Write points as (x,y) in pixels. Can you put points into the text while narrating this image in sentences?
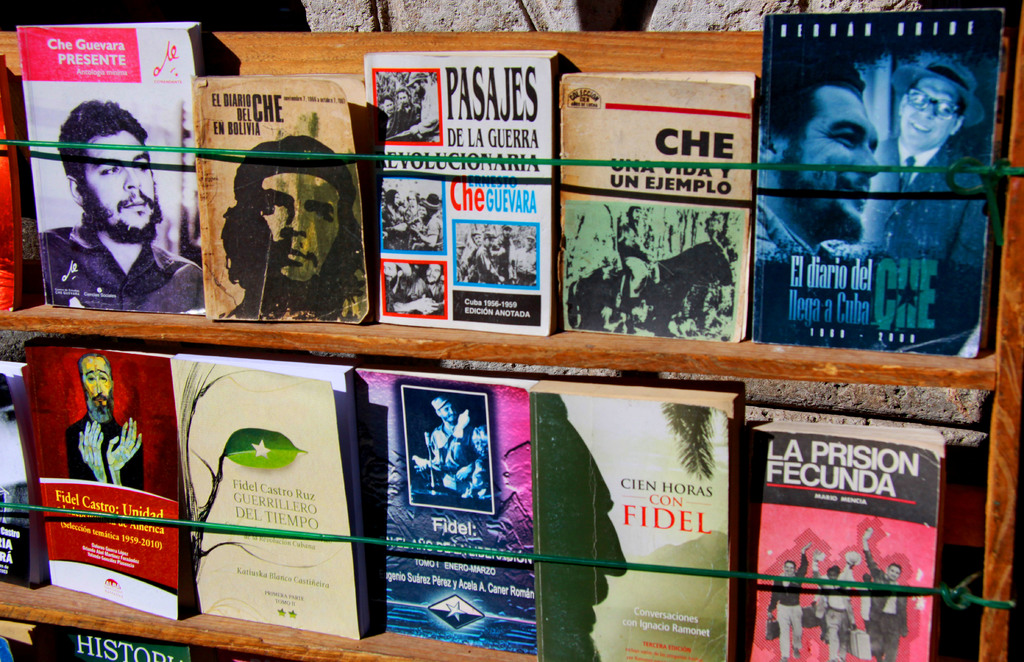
In this picture we can see the books (168,215) placed in the wooden racks (389,637). In the background (674,19) it seems like a wall (604,17). We can see the thin green color cords (1006,602).
